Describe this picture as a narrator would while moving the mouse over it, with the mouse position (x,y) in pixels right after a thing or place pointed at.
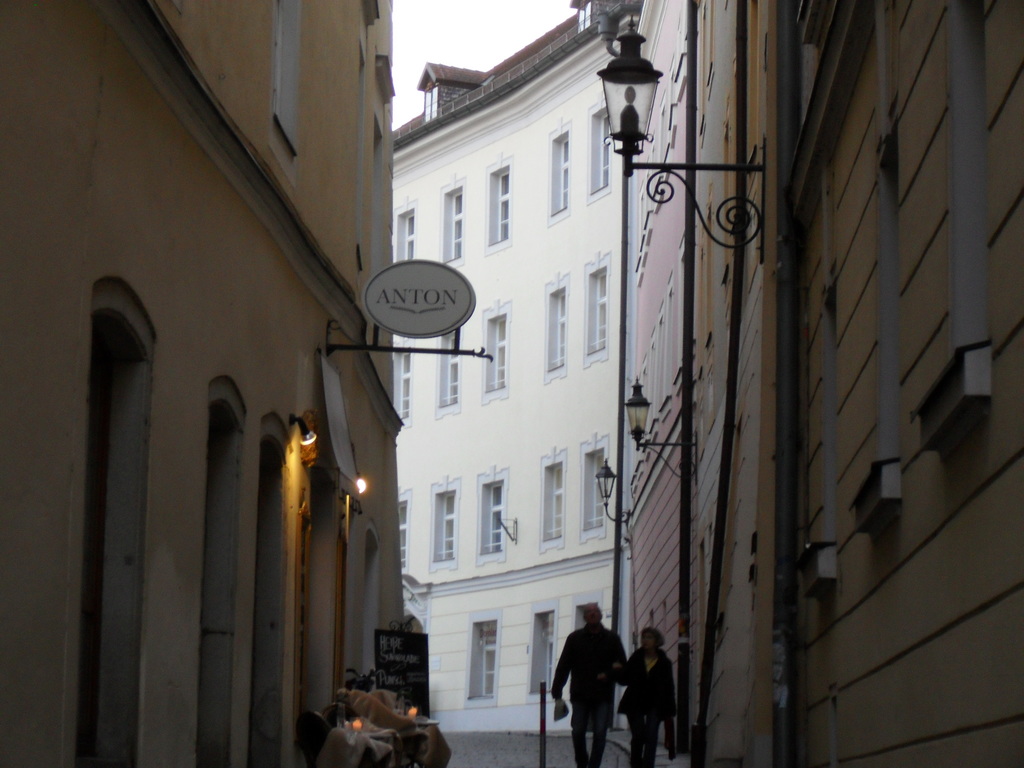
These are the buildings (68,190), in the middle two persons (617,677) are walking in the street (470,762).
